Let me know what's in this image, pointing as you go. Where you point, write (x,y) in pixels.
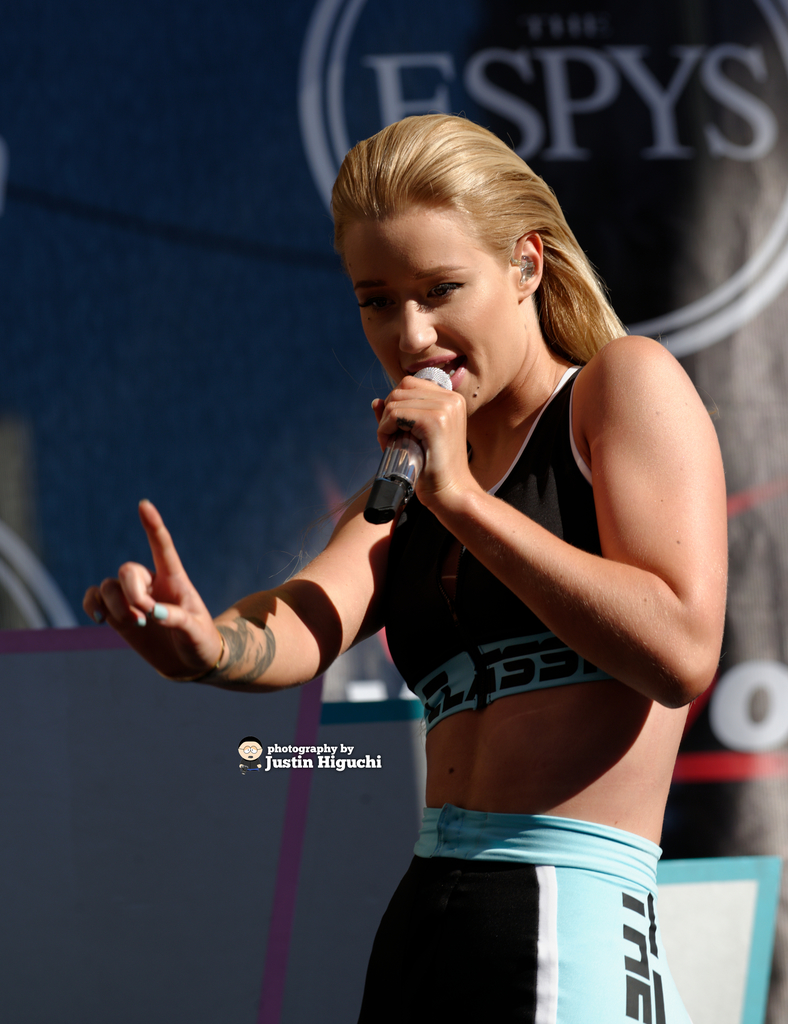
In the center of the image (375,563) we can see a lady (516,554) is standing and holding a mic (390,467) and talking. In the background of the image (26,655) we can see the boards (187,767). In the middle of the image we can see the text (321,767).
